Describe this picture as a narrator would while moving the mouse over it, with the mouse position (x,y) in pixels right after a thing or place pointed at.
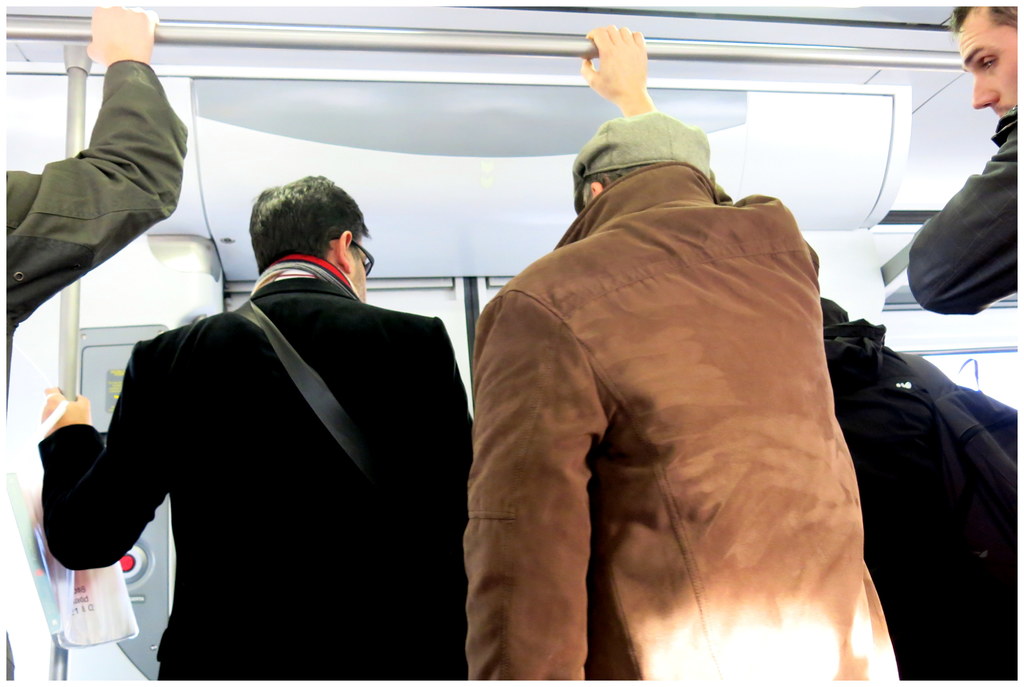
In this image, we can see few people (815,535). Here two persons (418,436) are holding rods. Background (433,304) we can see few things (936,183) and door (415,301). On the left side (142,158) top of the image (133,189), we can see a person hand (137,50) is holding a rod (72,54).
